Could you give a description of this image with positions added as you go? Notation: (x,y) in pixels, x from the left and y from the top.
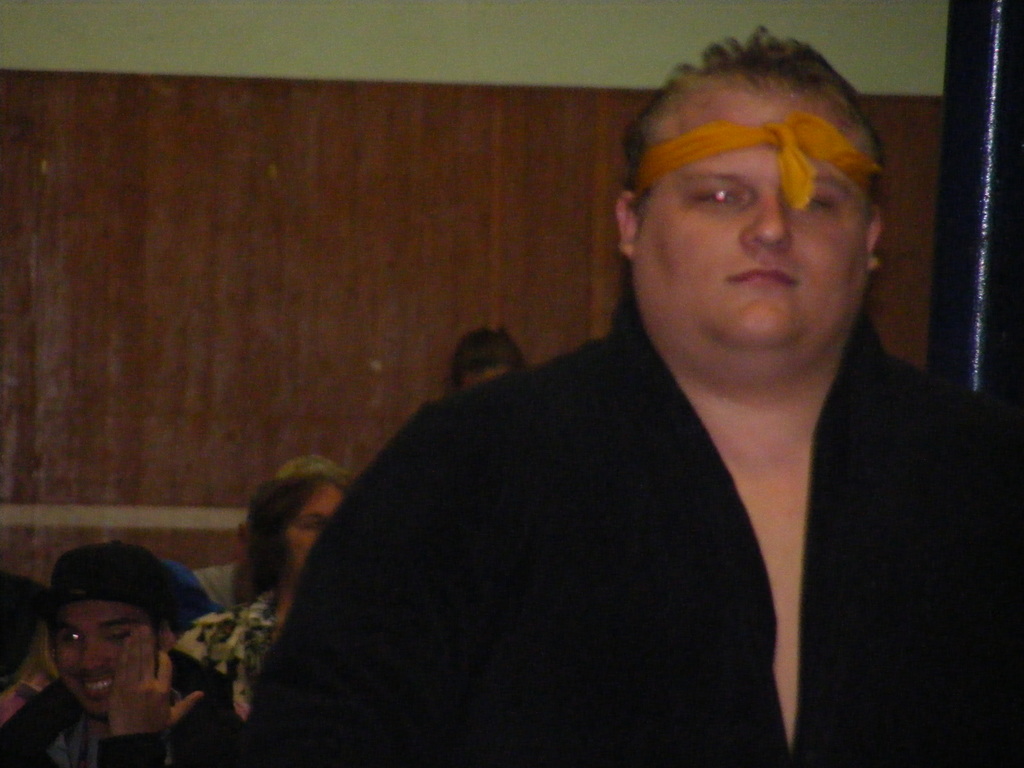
In this picture I can see a man (409,710) with a cloth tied to his forehead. I can see few people (81,604), and in the background (369,357) there is a wall (415,275).
